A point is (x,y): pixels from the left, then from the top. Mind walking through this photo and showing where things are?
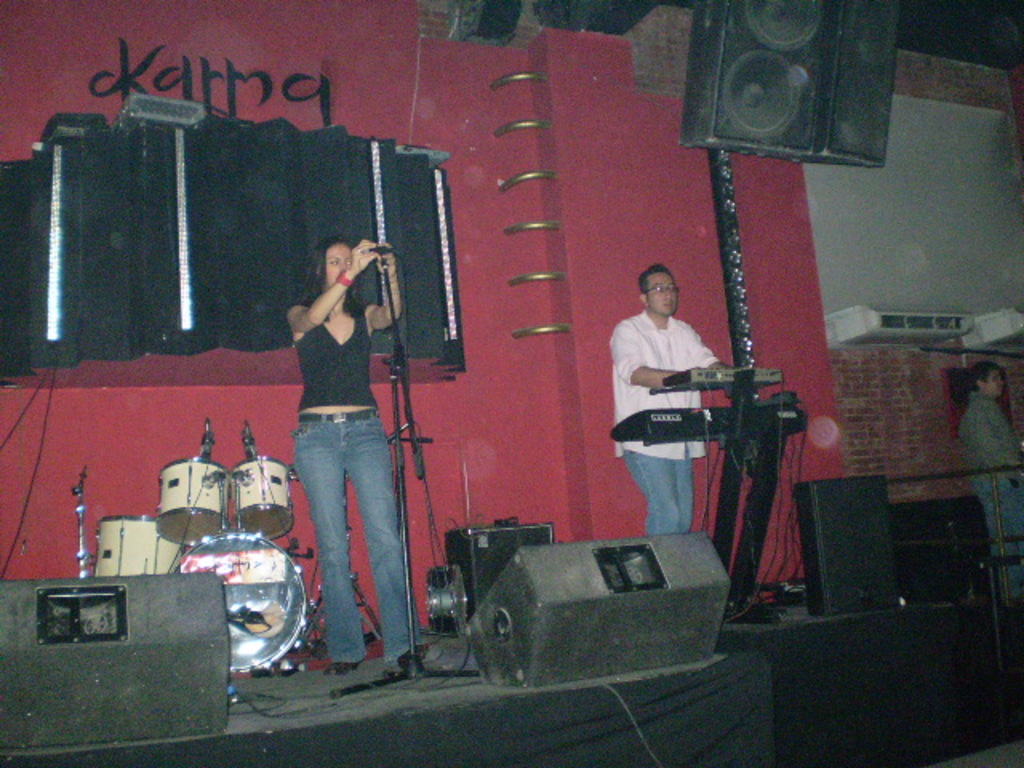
This is a platform (270,681). On the platform (378,667) we can see devices (473,638), drums (282,565). We can see a woman (360,262) standing in front of a mike (379,247) and holding a mike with her hands (390,271). Here we can see a man (701,442) standing in front of a musical instrument (671,417). this is a wall (894,422) with bricks (917,428) and near to the wall (1019,376) there is a person (998,415). These are speakers (790,80).
